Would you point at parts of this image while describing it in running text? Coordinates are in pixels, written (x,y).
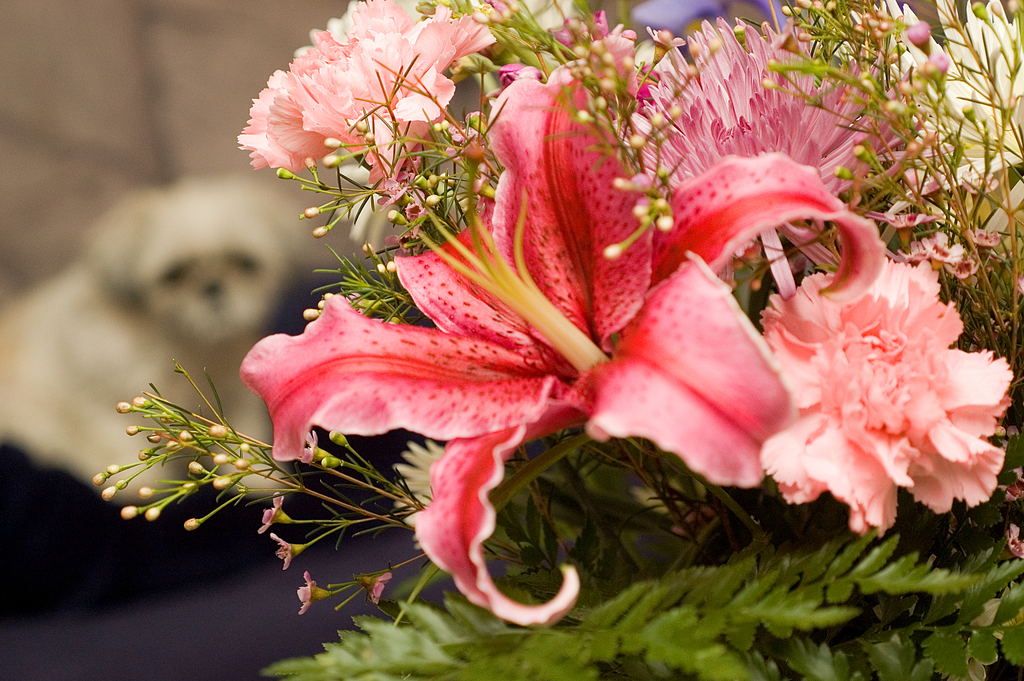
In this image we can see pink color flowers (648,373) and leaves (611,560). It seems like a dog (125,354) on the left side of the image (125,352).
